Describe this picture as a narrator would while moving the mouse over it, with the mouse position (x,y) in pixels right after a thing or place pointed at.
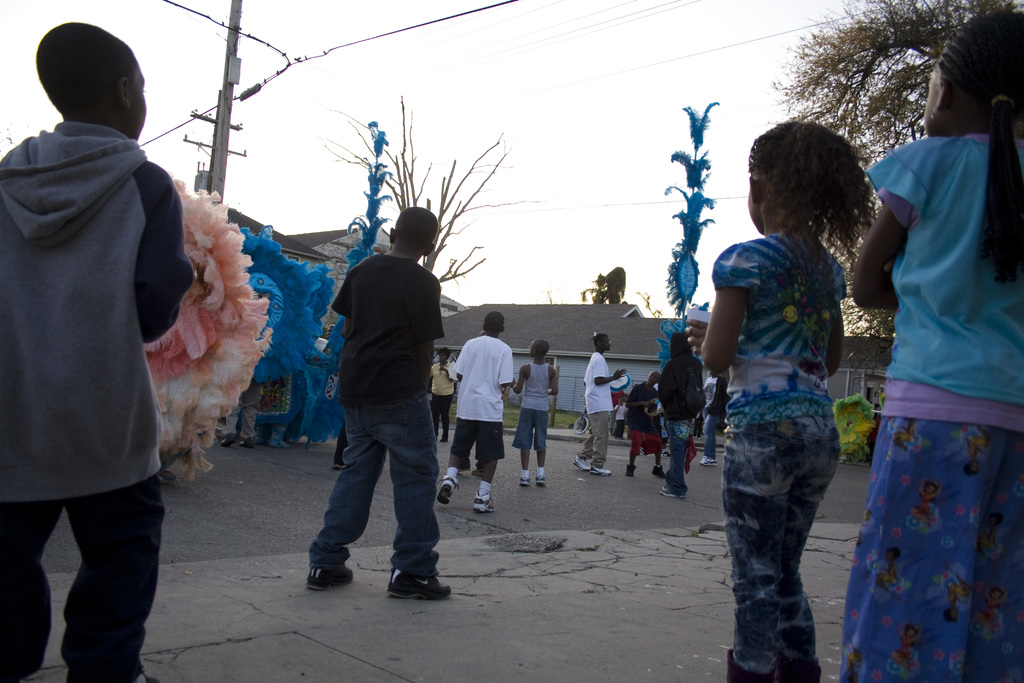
In the image there are many people (682,358) standing. There is a man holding a musical instrument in the hand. There is a person (271,441) with blue color costume (279,431). There are two poles (690,200) with blue color objects (681,288). In the background (564,376) there are houses (648,350) with walls (585,355) and roofs (611,331). And also there is an electrical pole (237,130) with wires (272,45). At the top of the image (476,175) there is a sky (544,92).
